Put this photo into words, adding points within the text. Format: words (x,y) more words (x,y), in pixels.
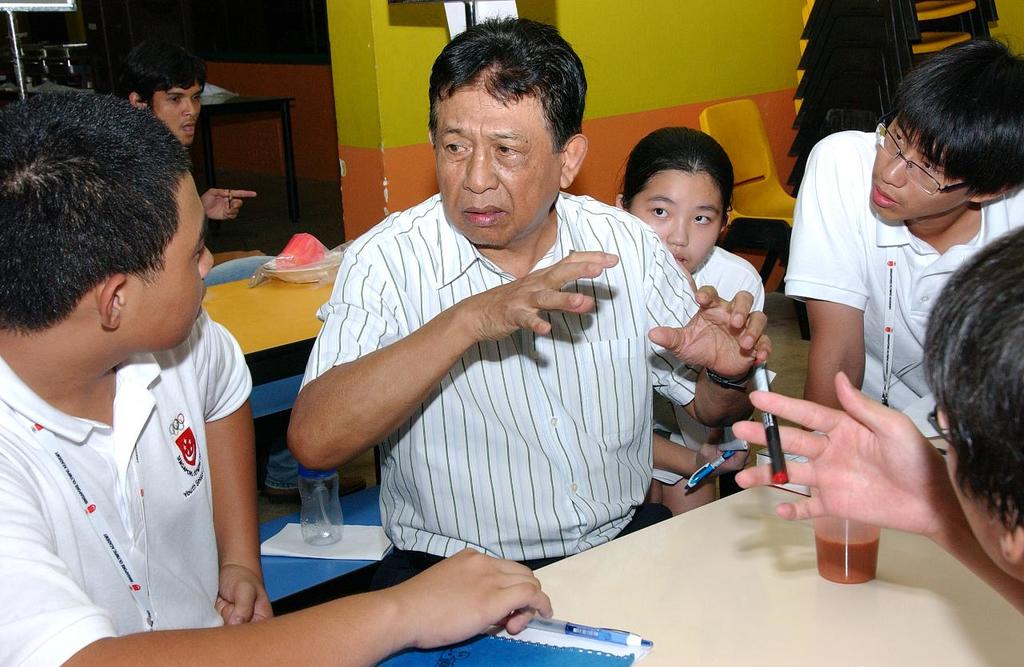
In this image we can see a few people (511,400), two of them are holding pens (779,473), there are tables (670,578), chairs (753,196), on the tables (686,604), there are papers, pens (621,643), book (555,644), glass bottle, also we can see the wall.
